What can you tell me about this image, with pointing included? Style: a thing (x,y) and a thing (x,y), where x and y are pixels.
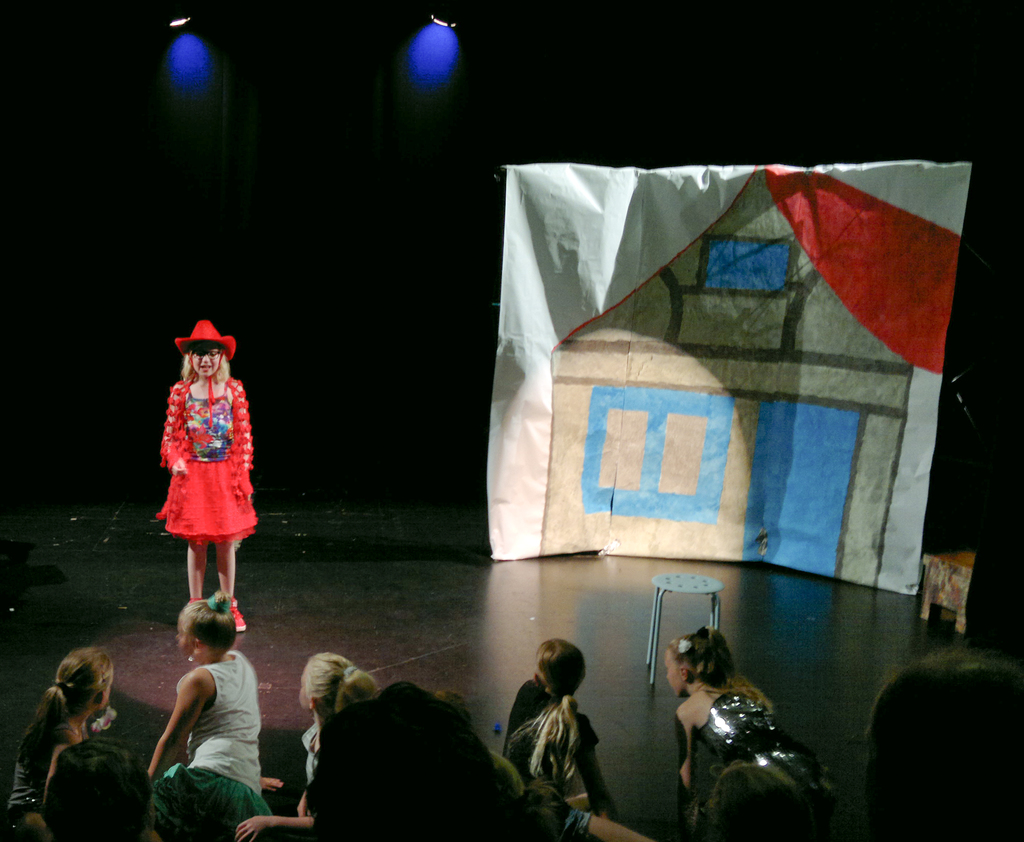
In this image we can see few people (402,720) and there is a girl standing on the floor (400,602). Here we can see a stool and a banner (675,512). There is a dark background and we can see lights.
